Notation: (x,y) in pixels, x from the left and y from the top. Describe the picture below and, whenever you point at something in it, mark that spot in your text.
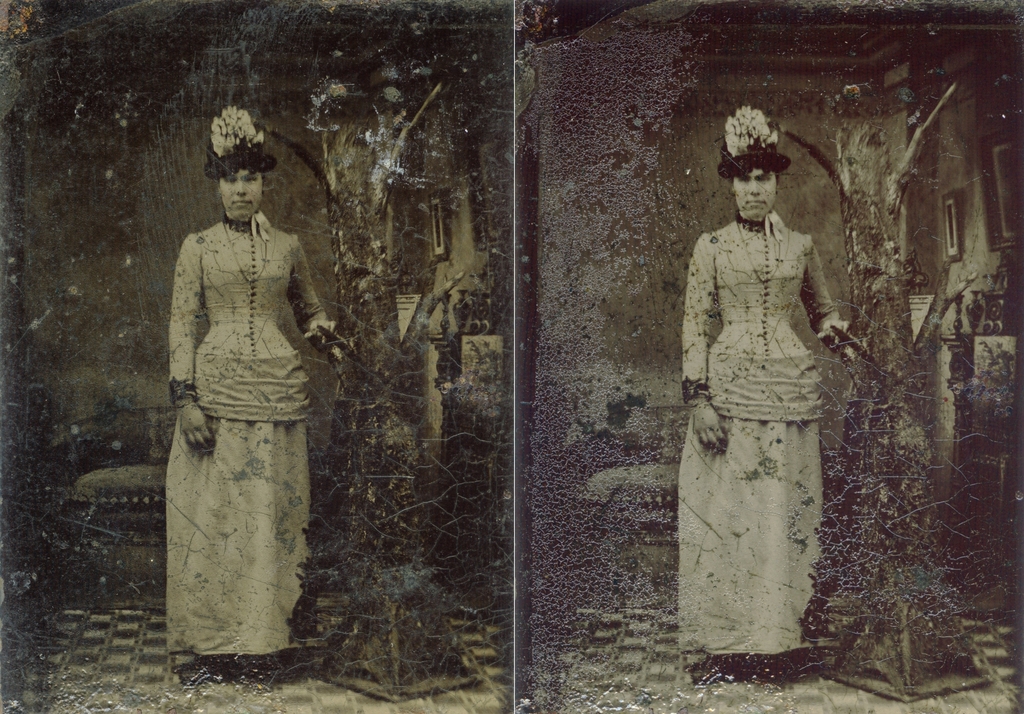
This picture seems to be an edited image. On the left (275,264) we can see a person (275,264) standing on the floor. On the right (754,156) there is a person (756,285) standing on the floor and we can see the picture frames (1005,221) hanging on the wall (969,243) and we can see many other items (852,301).
